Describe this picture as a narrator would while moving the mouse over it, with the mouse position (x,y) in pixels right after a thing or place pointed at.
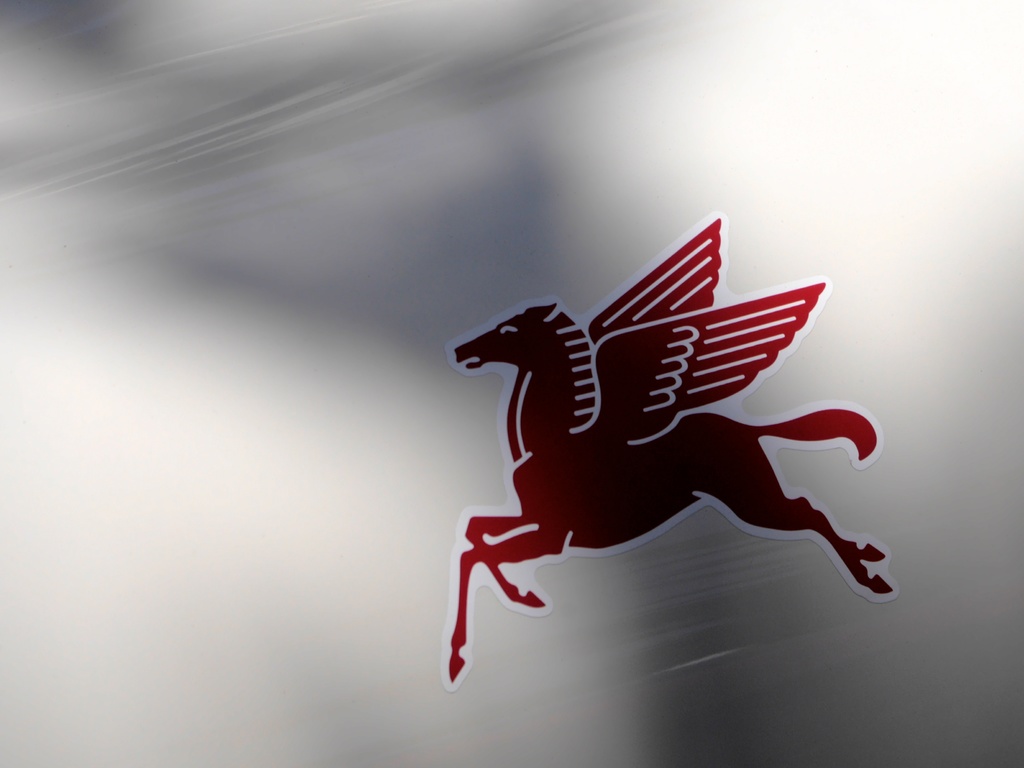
In this image I can see the red and white color sticker (547,442) to the white color surface (460,413). And this is a sticker (546,492) of an animal (591,433).
